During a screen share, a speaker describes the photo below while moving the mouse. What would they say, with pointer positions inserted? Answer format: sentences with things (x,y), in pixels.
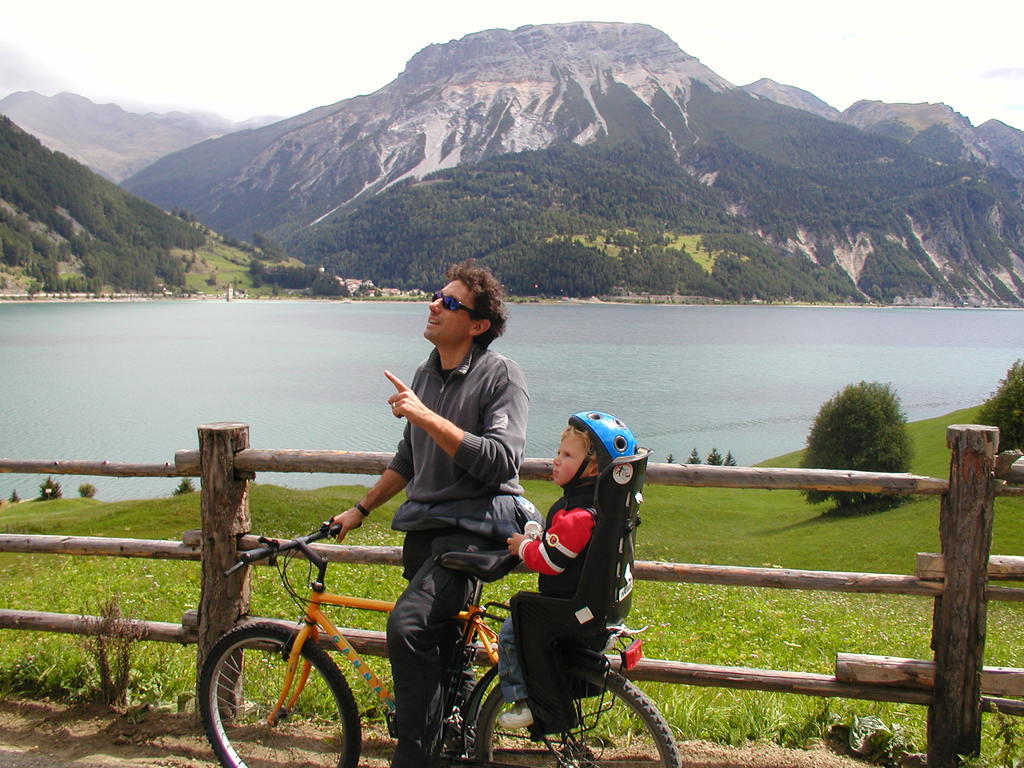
This picture describe about the natural view in the photograph in which a man (402,513) wearing grey jacket (435,450) and sunglasses (455,307) sitting on the bicycle (369,679) and pointing his hand (410,412) and showing something to the small kid (611,433) who is sitting on the back side carrier (609,478) of a bicycle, Behind we can see the wooden fencing (231,587) grass (20,559) and lake water (177,478). And on the extreme behind we can see the mountain (368,157), trees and clear sky (212,110).
